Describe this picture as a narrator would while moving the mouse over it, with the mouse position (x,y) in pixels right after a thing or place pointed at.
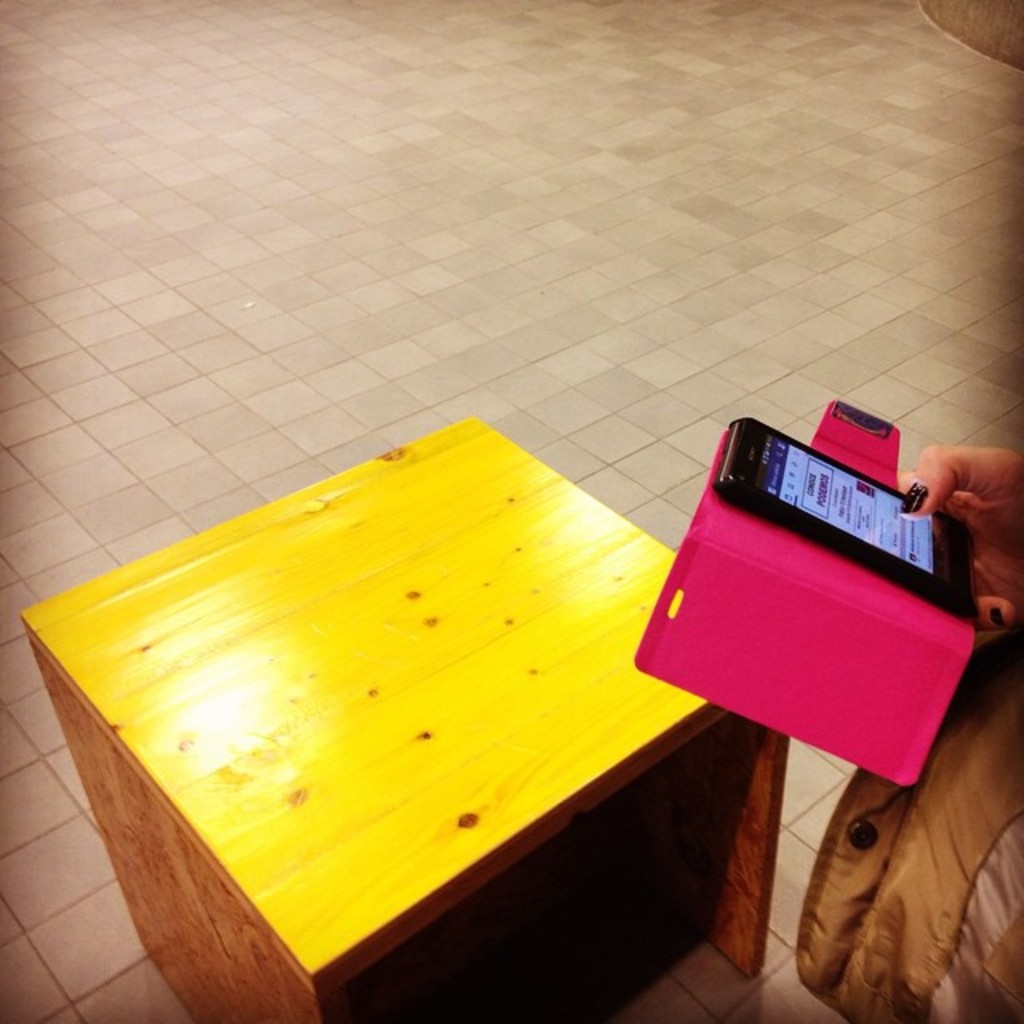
In this image, Yellow color wooden table (353,811) and floor (111,915) at the bottom (84,903). Right side (1006,537), we can see human hand (989,525) is holding mobile phone (801,513). Here bottom, we can see cloth (871,936).
